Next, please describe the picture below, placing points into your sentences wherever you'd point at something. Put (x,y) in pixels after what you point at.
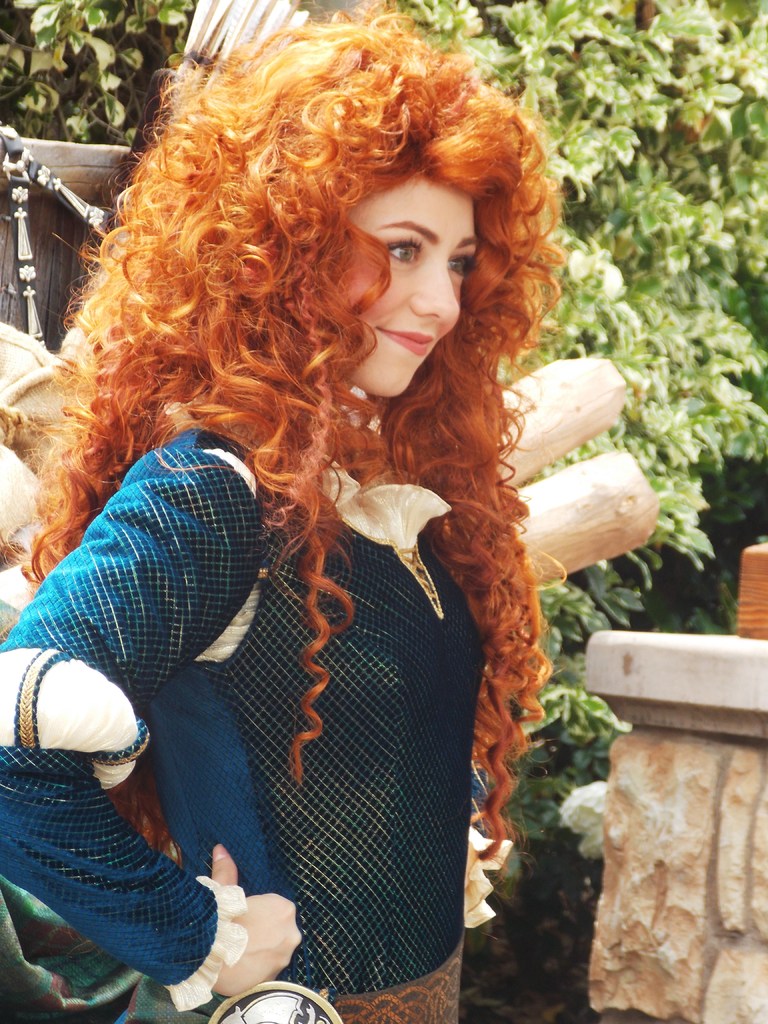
In this image I can see there is a woman (403,344) standing and is smiling, there are few wooden sticks (518,457) placed and there is a plant (545,41) with leaves (544,70).
